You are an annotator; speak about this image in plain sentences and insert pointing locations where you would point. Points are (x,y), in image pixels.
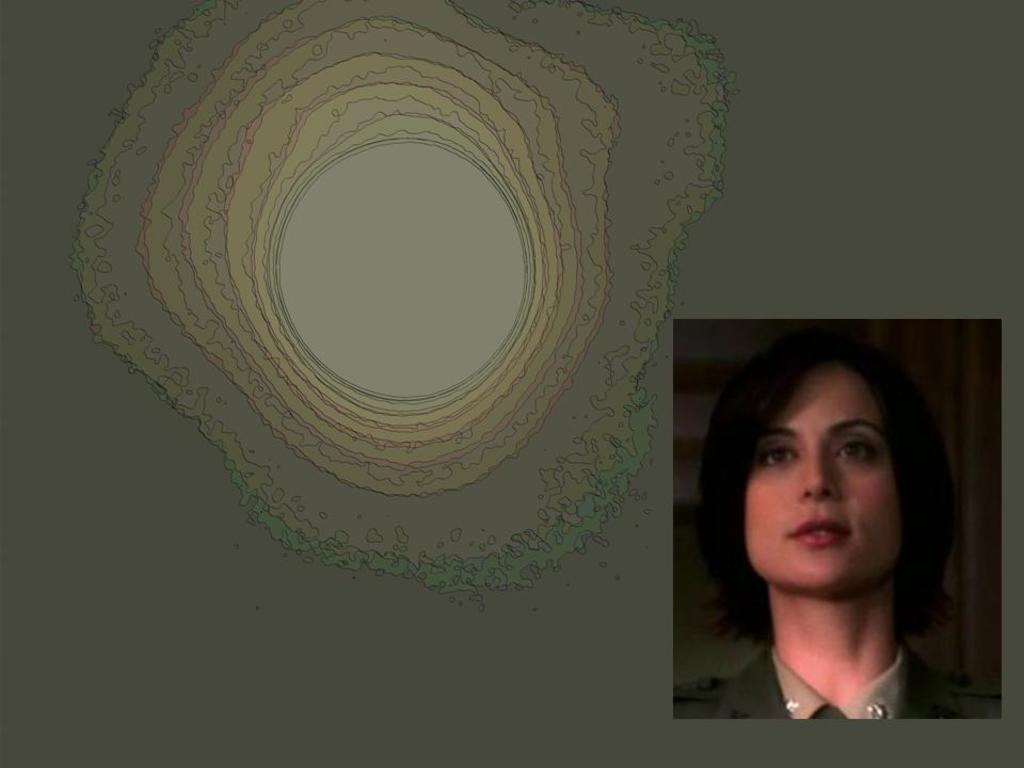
In this image we can see a person (886,515). There is an animated background (415,604) in the image.
